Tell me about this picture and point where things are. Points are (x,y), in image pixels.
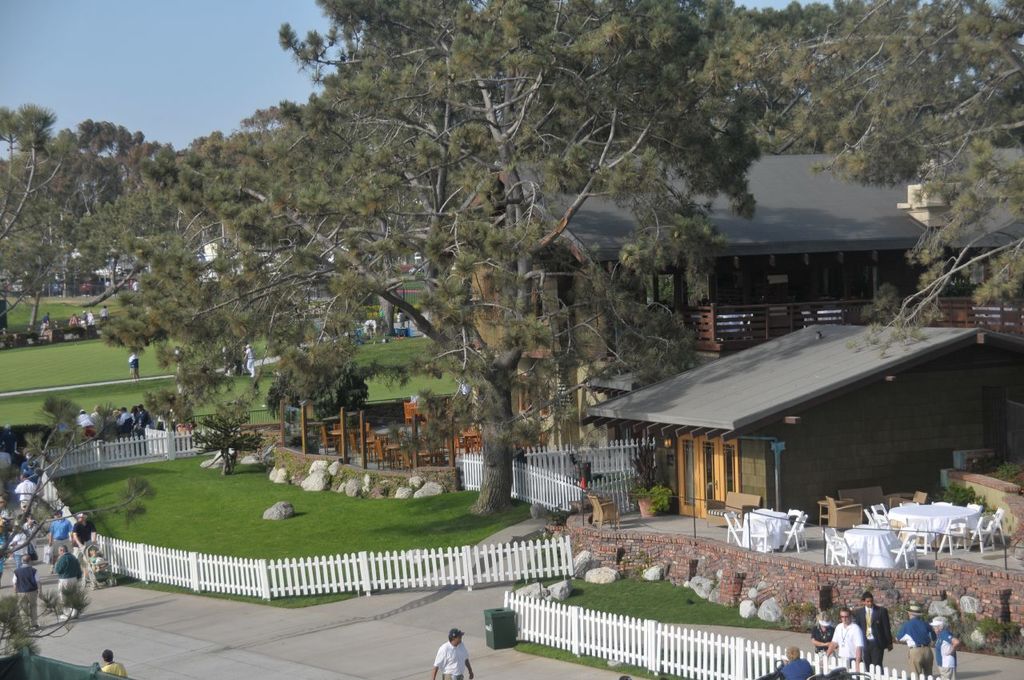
In this picture I can see some houses (552,395), trees (389,227), grass (394,540) and few people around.
